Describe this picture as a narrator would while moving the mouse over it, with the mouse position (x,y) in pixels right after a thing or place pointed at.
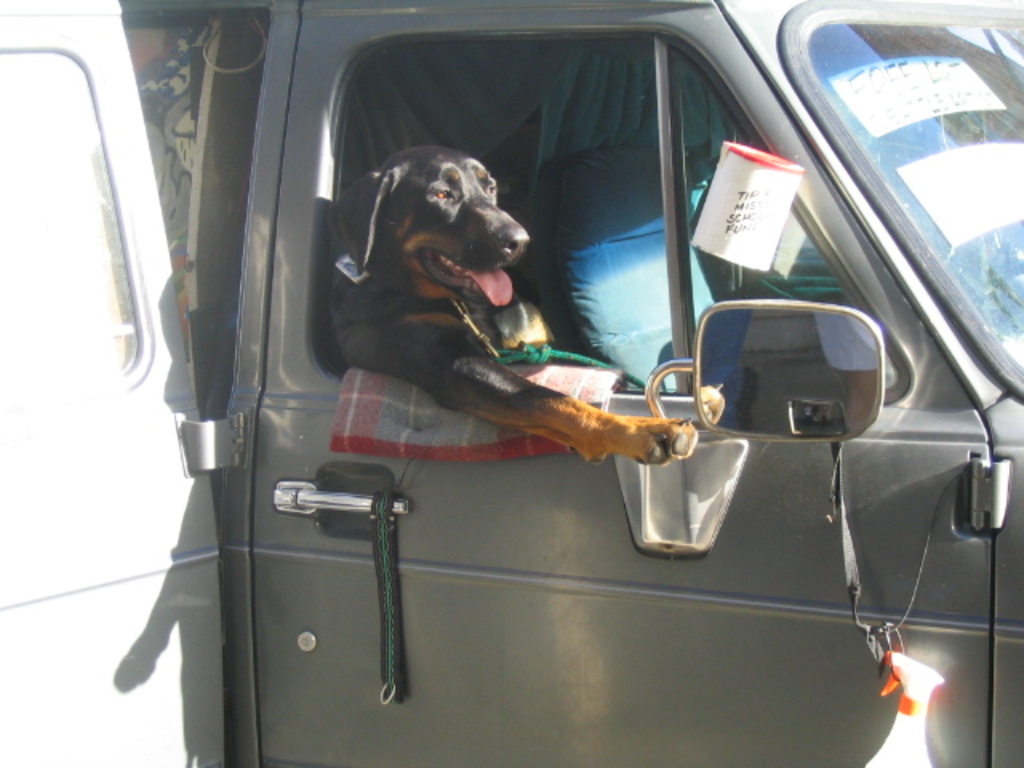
There is a black dog (429,267) sitting in a car (473,319) and keeping her head (432,234) outside from the window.
